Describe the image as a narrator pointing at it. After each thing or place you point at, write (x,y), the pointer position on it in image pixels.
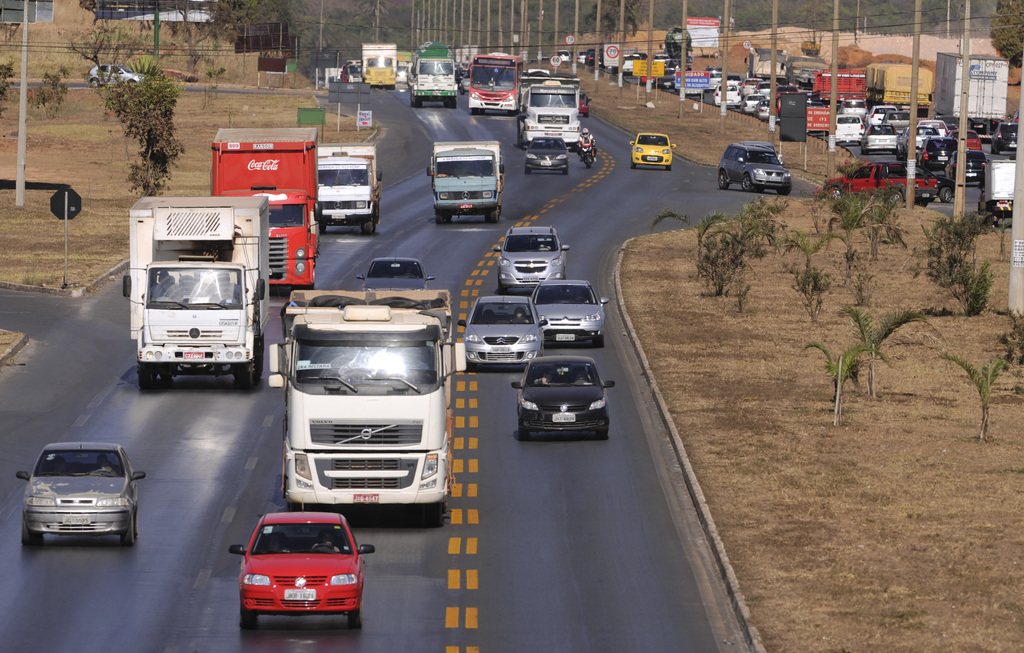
In the center of the image (395,258) there are many vehicles (431,467) on the road (454,132). On the right side of the image (972,144) we can see plants (859,319), vehicles (933,164), poles (596,52), road (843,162) and trees (1017,53). On the left side (302,27) we can see sign board (59,217), pole (26,146), trees (134,98) and vehicle (103,83).
